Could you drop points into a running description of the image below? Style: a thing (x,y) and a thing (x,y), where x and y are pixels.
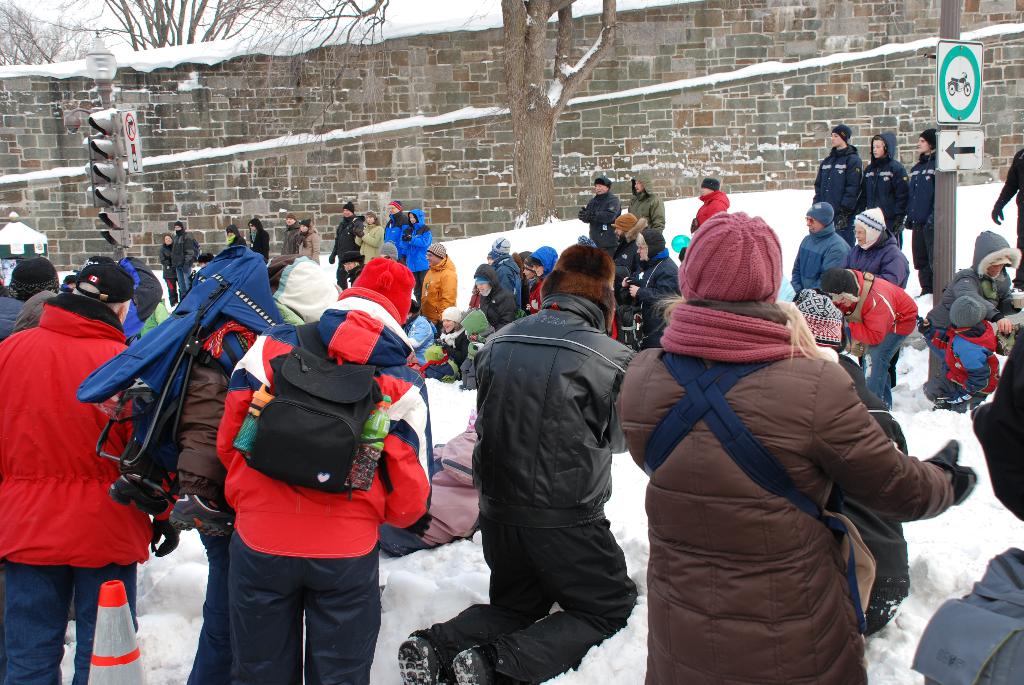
In this image I can see group of people (367,337) some are standing and some are sitting. The person (309,510) in front (273,425) is wearing red color jacket (317,534), black pant (332,588) and black color bag (300,403). Background (227,119) I can see the snow (524,241) in white color, a traffic signal (110,129), wall (271,216) in gray and brown color, and I can also see few dried trees (130,28).
